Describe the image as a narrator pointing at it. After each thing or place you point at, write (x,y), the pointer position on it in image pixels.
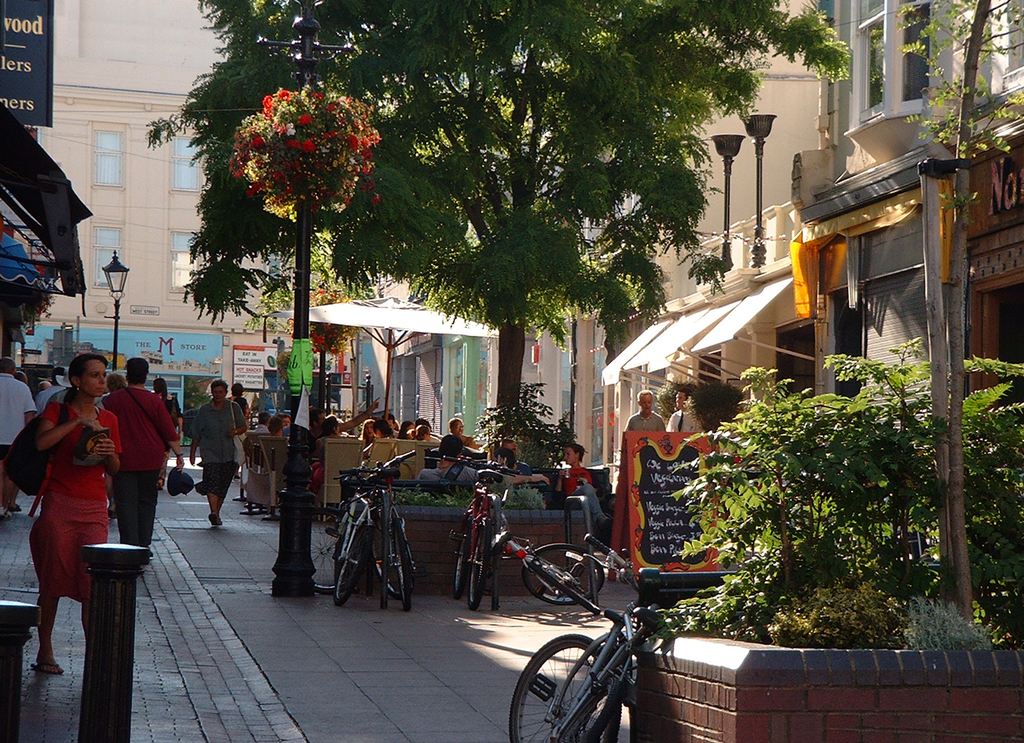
In the image in the center (648,402), we can see a few people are walking and they are holding some objects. And we can see banners (659,530), tents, cycles (478,534), trees (495,287), tents (729,319) and plants (762,554). In the background (88,36) we can see buildings (88,36), windows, trees (492,127), banners (1001,167) etc.
